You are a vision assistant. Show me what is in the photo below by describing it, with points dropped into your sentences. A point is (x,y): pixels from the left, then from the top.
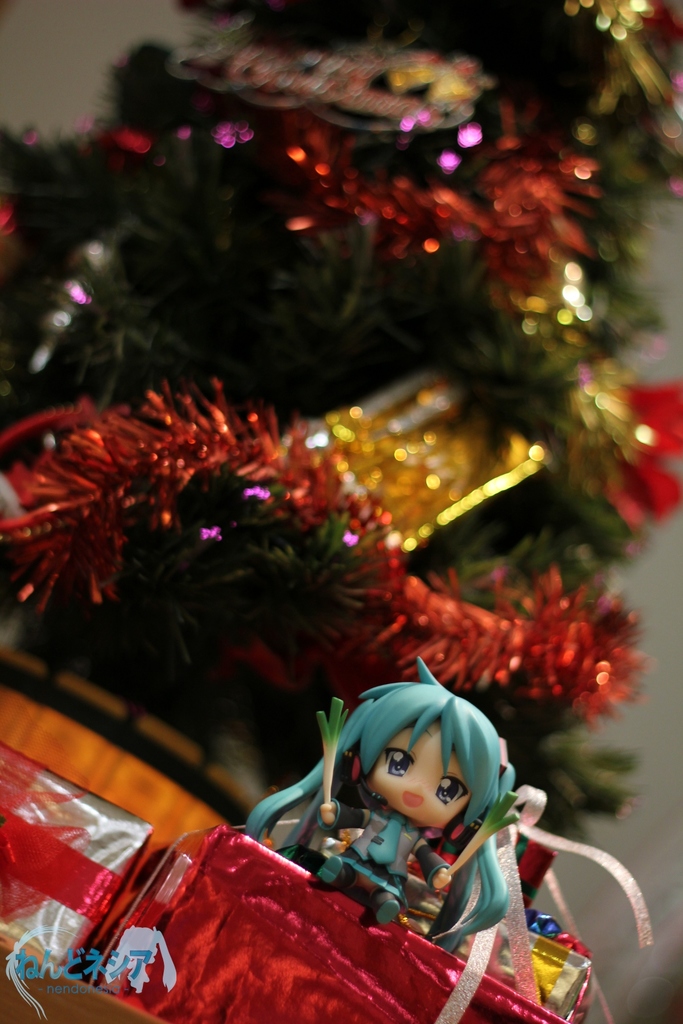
On the right side (482,757), there is a toy (464,739) placed on a red color gift box (209,892). Beside this box (233,931), there is a silver color gift box (83,884). On the bottom left (45,971), there is a watermark (139,945). In the background (178,430), there is a Christmas tree (252,413) and there is a white wall (48,21).
